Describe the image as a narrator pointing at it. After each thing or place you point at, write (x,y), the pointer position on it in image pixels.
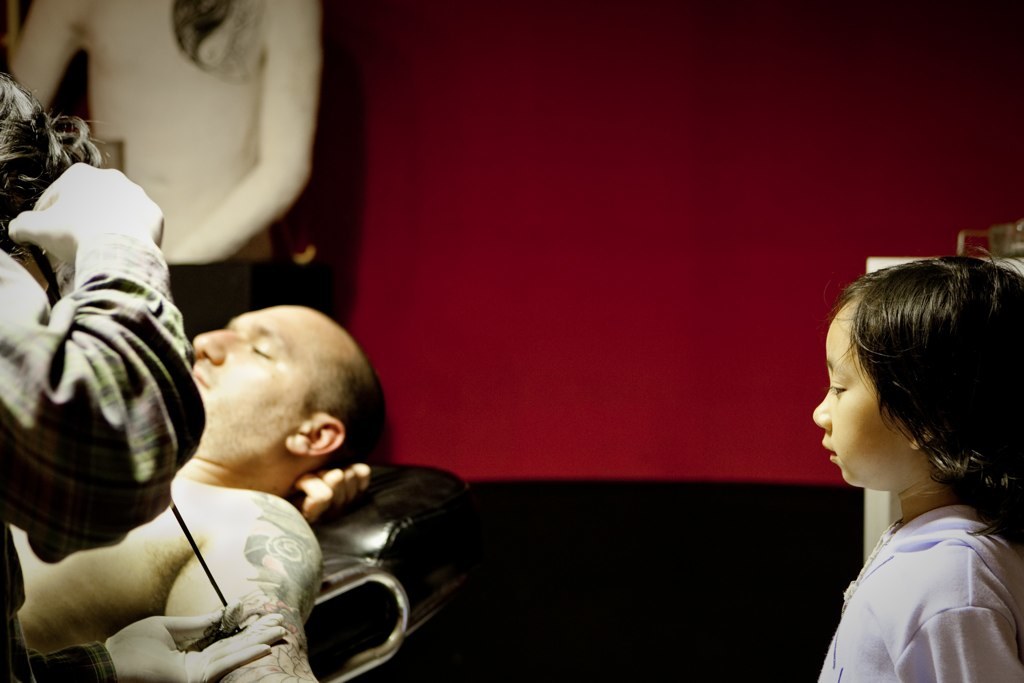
In this picture we can see a kid (866,646) is standing on the path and in front of the kid (890,557) there is a man (26,553) lying on an object (343,581) and another person (158,496) is holding an item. Behind the people (185,505) there is a red wall (611,274).
